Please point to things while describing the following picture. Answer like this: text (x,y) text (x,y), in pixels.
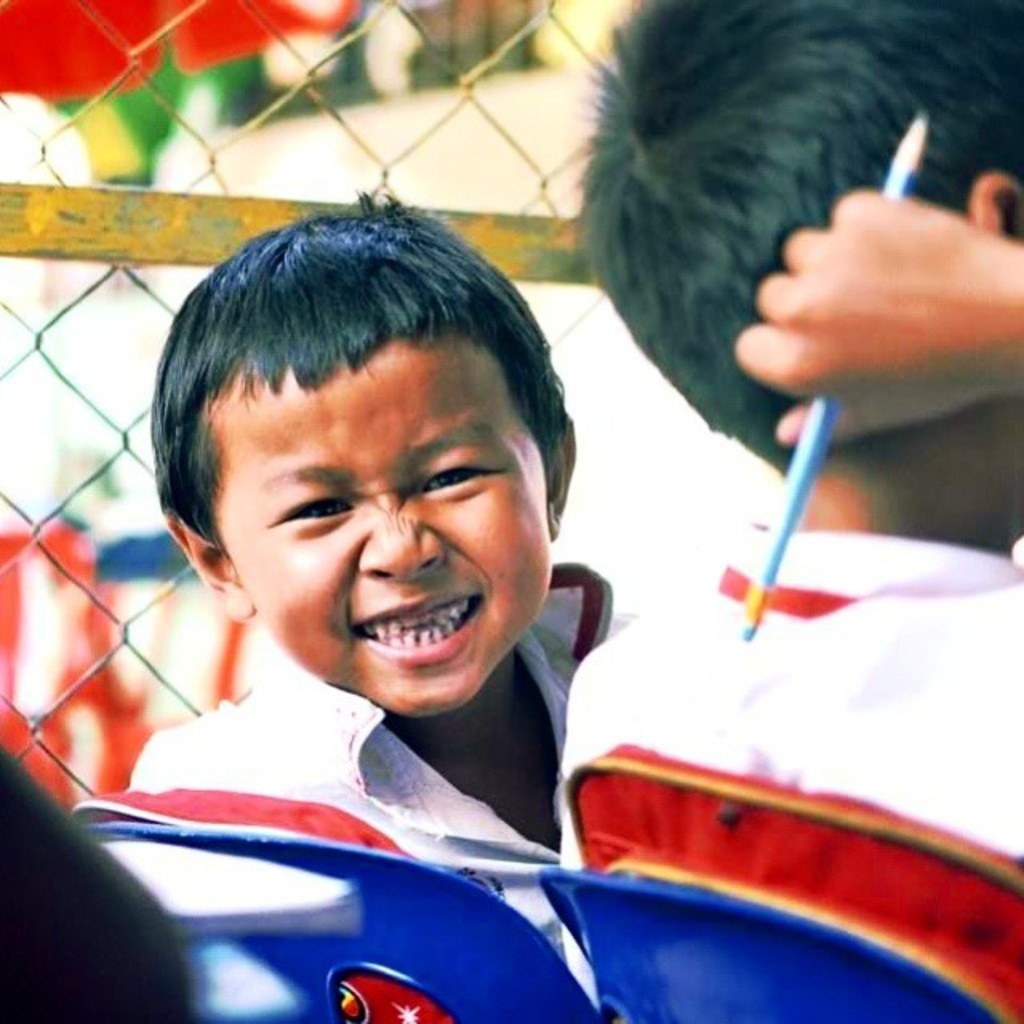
In this image there are two children (468,677) sitting on the chairs (845,1003), one of them is holding a pencil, behind them there is a net fencing (90,671).
